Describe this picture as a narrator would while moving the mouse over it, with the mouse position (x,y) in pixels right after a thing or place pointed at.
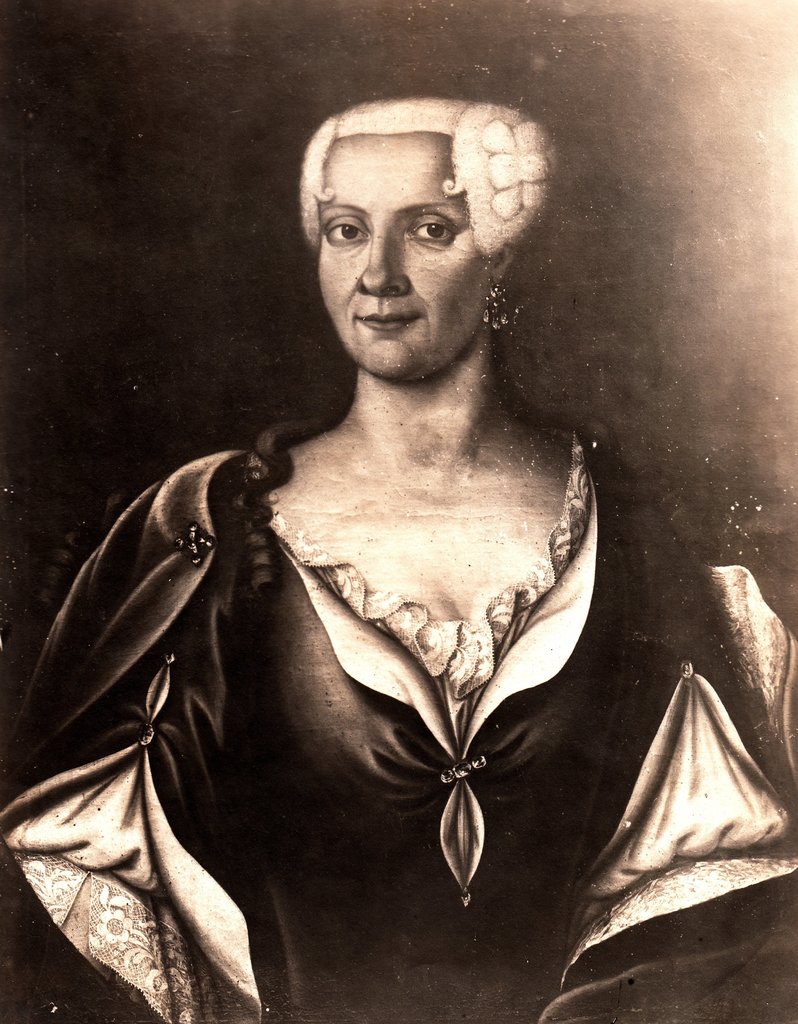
This image looks like a photograph in which there is a woman (403,469) wearing a black dress (410,723). The background (589,274) is in black color.
